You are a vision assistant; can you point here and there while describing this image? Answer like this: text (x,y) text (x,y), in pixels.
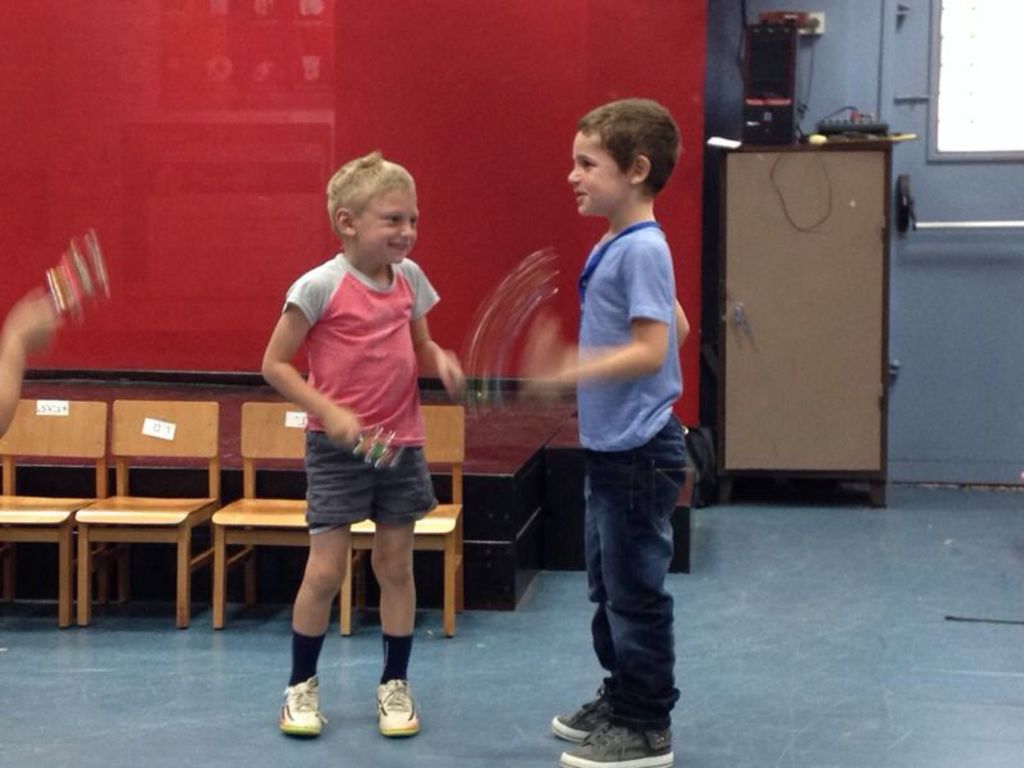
In the image there are two kids (610,706) talking to each other both of them are standing behind them, there are four chairs (206,409), in the background (237,151) there is a red color wall (367,127), to the right side there is a cabinet (805,341) and on the cabinet (804,356) there is a cpu (750,80).
